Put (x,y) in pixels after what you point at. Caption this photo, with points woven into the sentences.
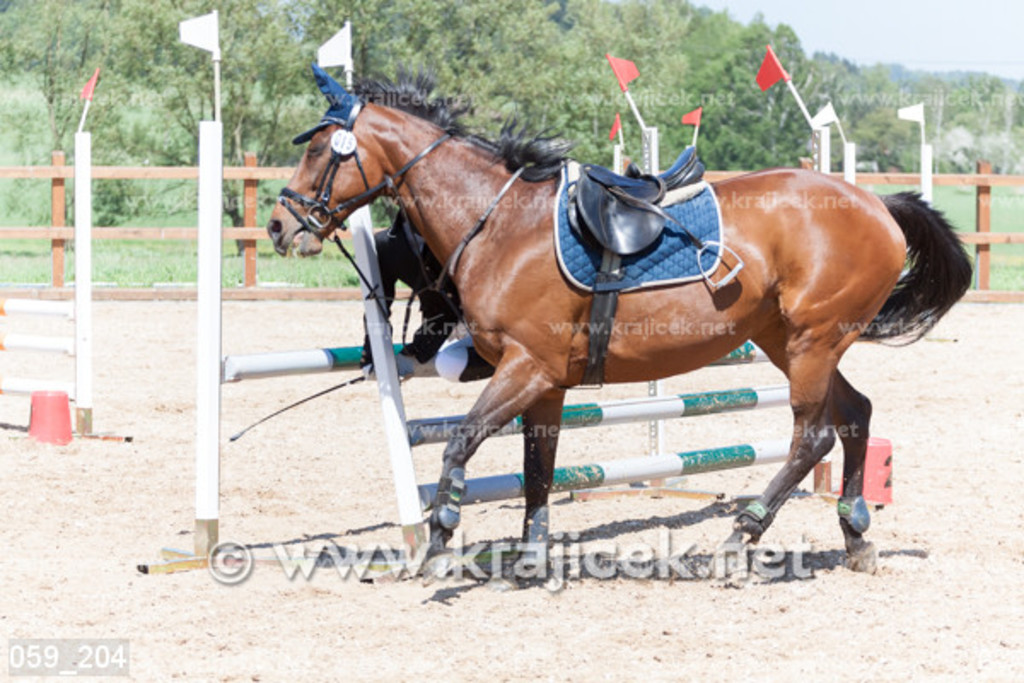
In this image I can see a horse (569,379). There are flags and fences (29,312). There are trees (768,100) at the back (889,112).
